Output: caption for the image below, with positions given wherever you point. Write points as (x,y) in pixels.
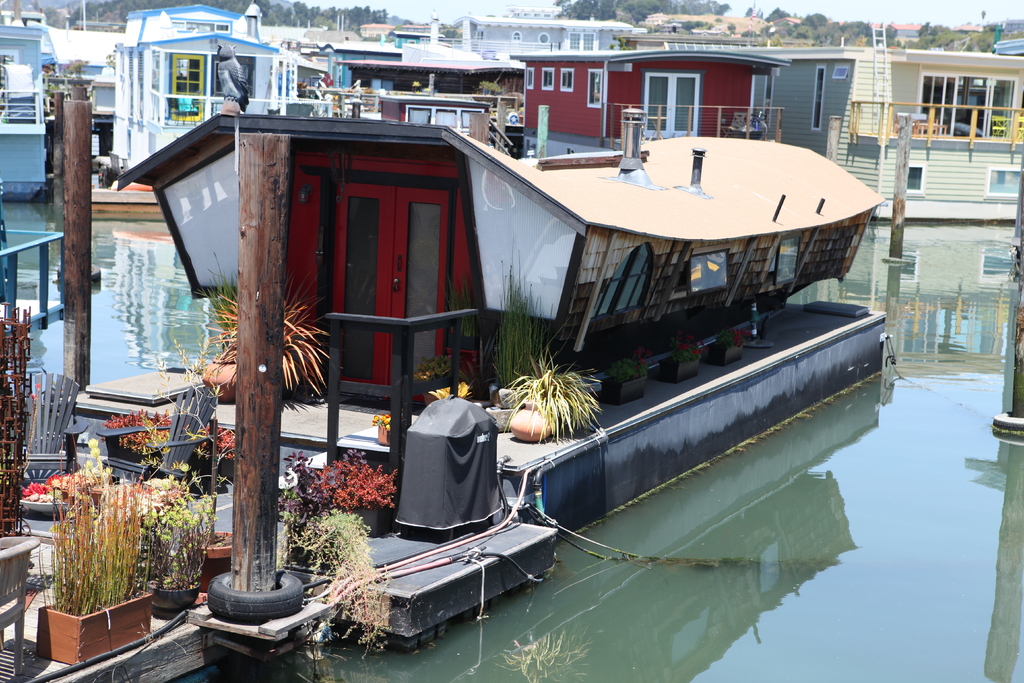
In this image, there are a few houses (640,182). We can also see some trees (858,31) and the sky (942,18). We can see some poles (282,191), chairs (37,424) and the fence (29,344). We can see some plants (526,393). Among them, we can see some plants (495,370) in pots (522,421). We can see some black colored objects (696,364). We can see some water (768,528). We can also see the reflection (946,338) of houses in the water (732,500).
